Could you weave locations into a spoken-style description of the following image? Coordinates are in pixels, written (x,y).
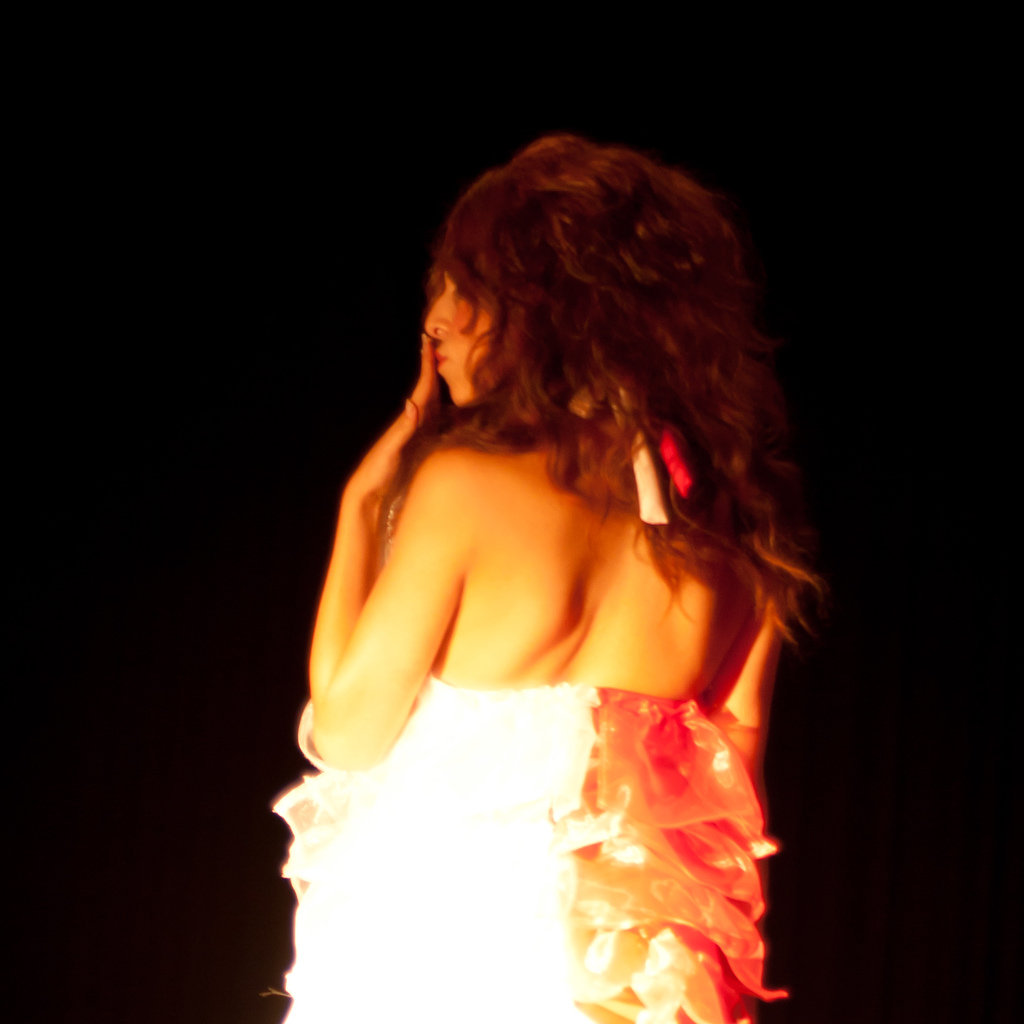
Here I can see a woman (543,667) wearing white color dress (516,858) and standing. The background (388,141) is in black color.
